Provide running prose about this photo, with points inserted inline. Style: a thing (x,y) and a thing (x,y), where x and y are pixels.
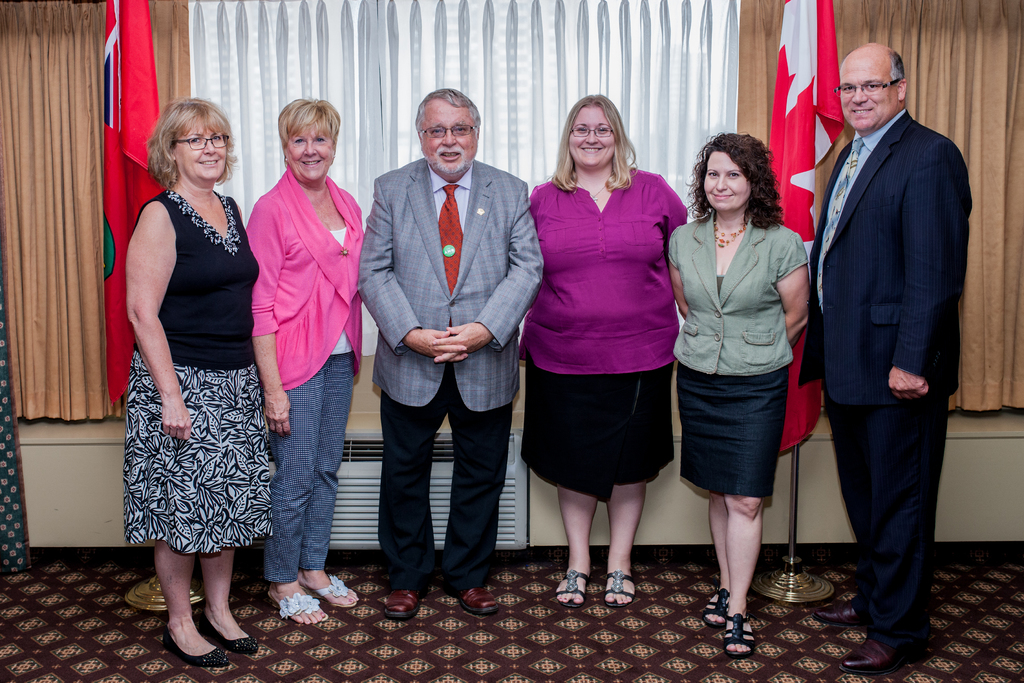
There are six persons (656,299) in different color dresses (202,232), smiling and standing on the floor (605,588). In the background (190,19), there are two flags (786,2) and there are curtains (510,45).
